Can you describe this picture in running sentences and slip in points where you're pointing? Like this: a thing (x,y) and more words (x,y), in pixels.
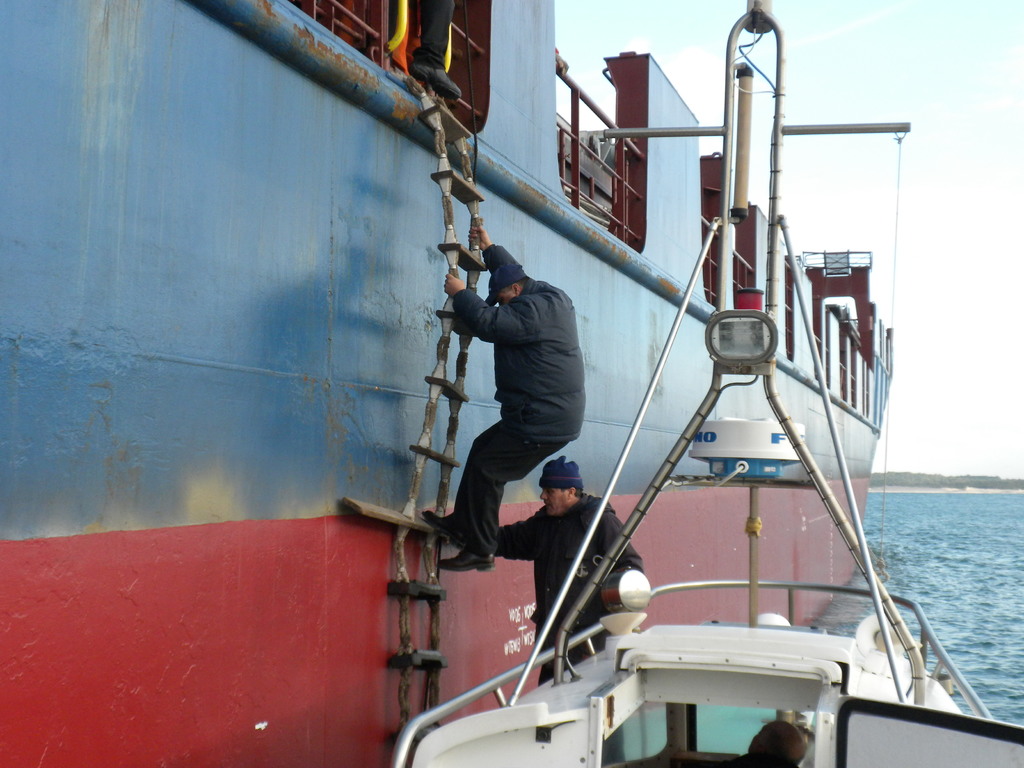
In this image a person (528,416) wearing a black jacket (549,376) is climbing the ladder (459,256) which is onto the ship (362,383). He is wearing a cap (493,300) and shoes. Behind him there is a person (585,578) standing on the boat (785,693). Bottom of image (775,737) there is a person (758,747) in the boat (561,597). Right side (939,526) there is water (937,556). There are few trees (945,484) on the land (976,482). Top of image (966,254) there is sky (890,119).
